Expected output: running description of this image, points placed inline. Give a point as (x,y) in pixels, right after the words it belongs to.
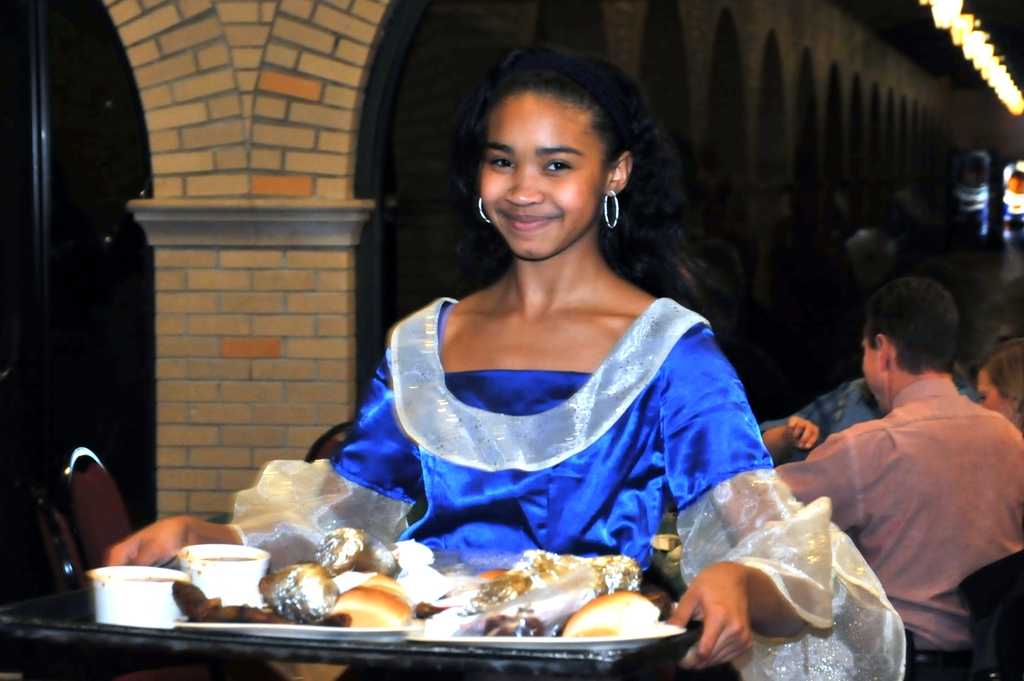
In this picture we can see a girl (421,331), she is smiling, she is holding a tray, on this tray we can see food items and in the background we can see people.
